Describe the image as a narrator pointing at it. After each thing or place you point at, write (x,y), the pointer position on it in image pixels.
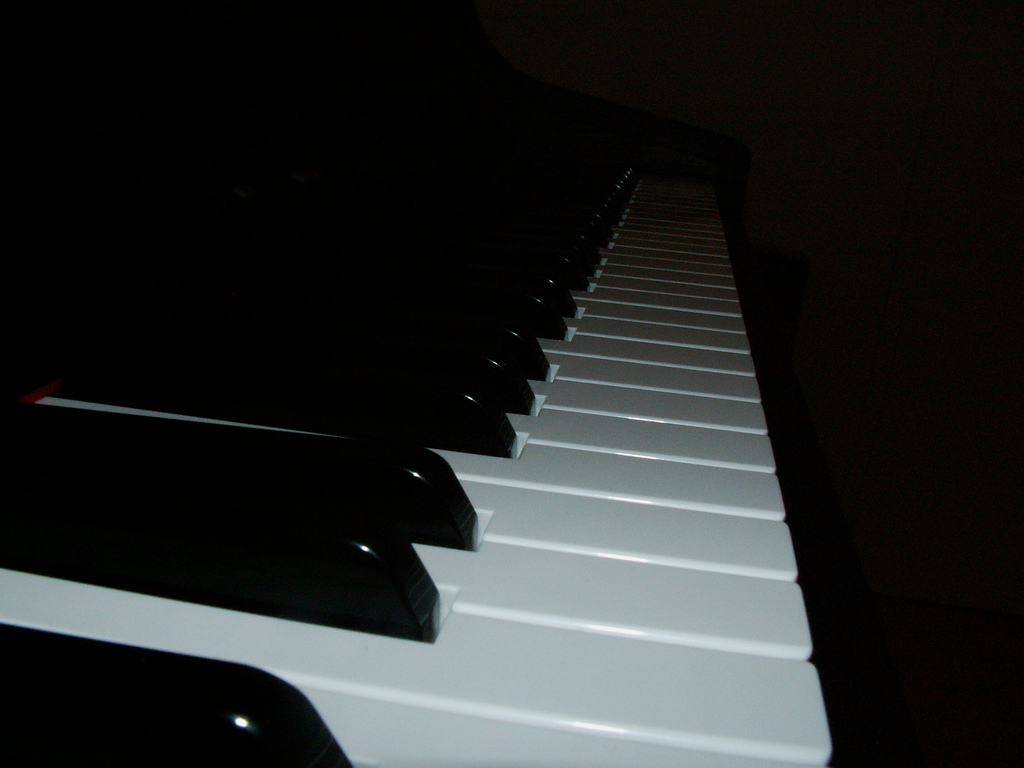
In this image there is a piano (541,514) having keys (483,542). Background (913,565) is in black color.
